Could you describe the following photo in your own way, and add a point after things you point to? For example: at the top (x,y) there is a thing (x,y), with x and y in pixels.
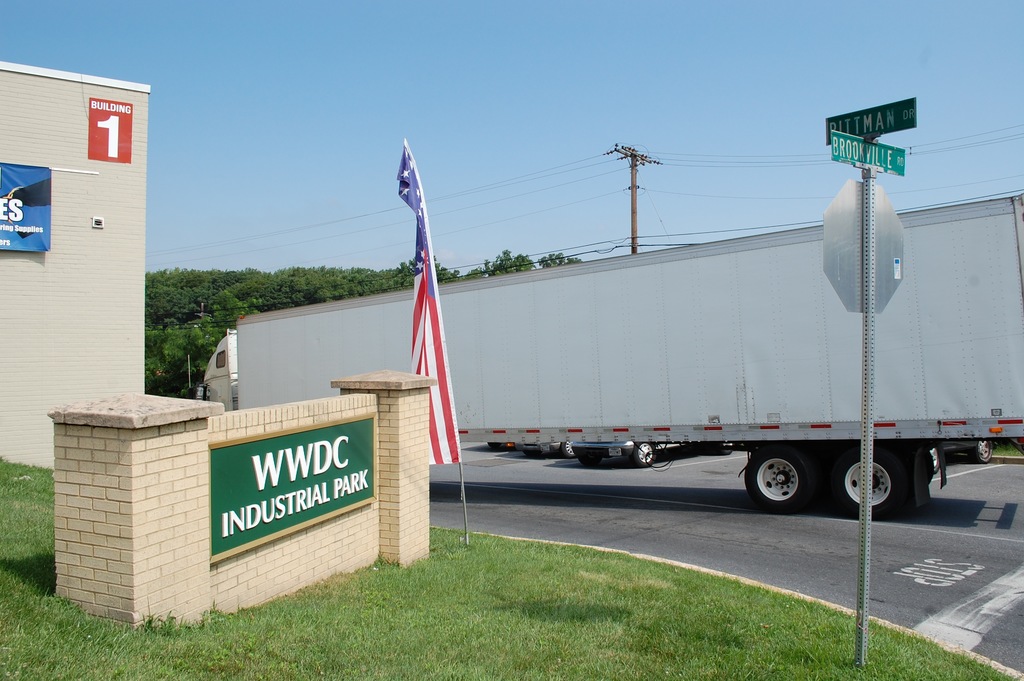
In this image we can see motor vehicles (649,426) on the road (738,525), poles (868,186), name boards (845,134), sign boards (854,253), flag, building (89,106), trees (504,270), electric poles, electric cables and sky (371,82).
